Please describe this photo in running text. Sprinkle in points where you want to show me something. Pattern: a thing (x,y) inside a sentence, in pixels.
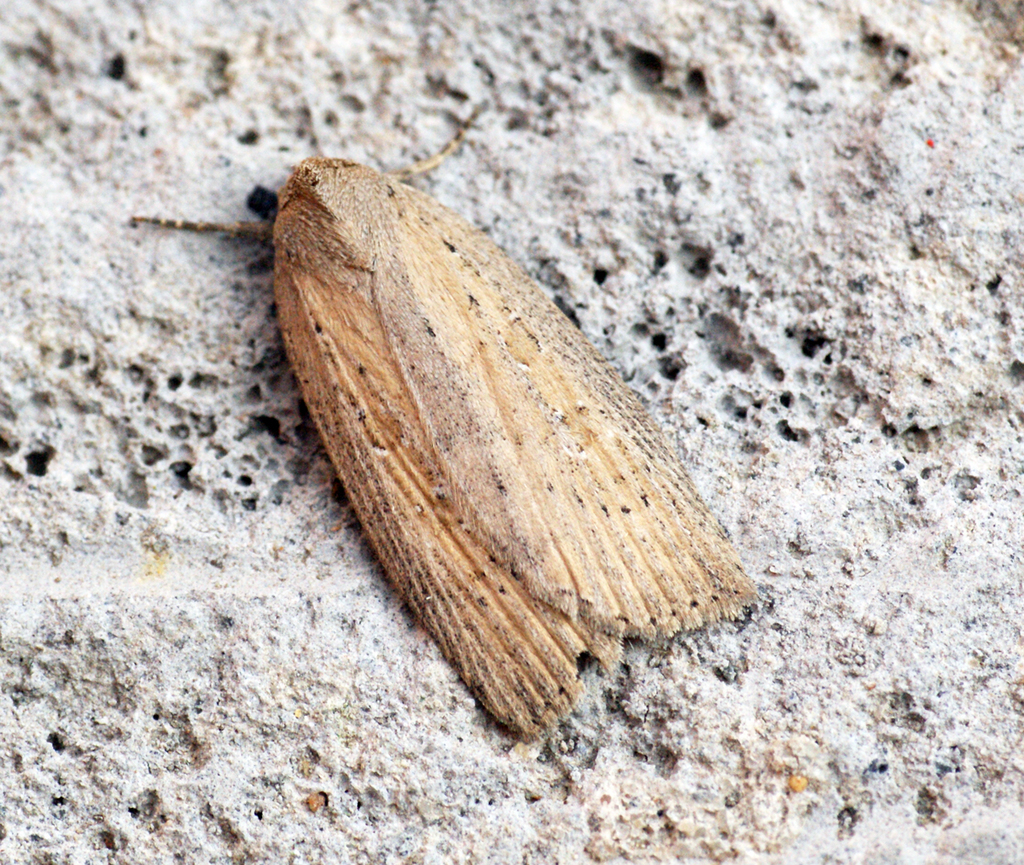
In this image we can see an insect (388,333) on the rock surface (747,132).
